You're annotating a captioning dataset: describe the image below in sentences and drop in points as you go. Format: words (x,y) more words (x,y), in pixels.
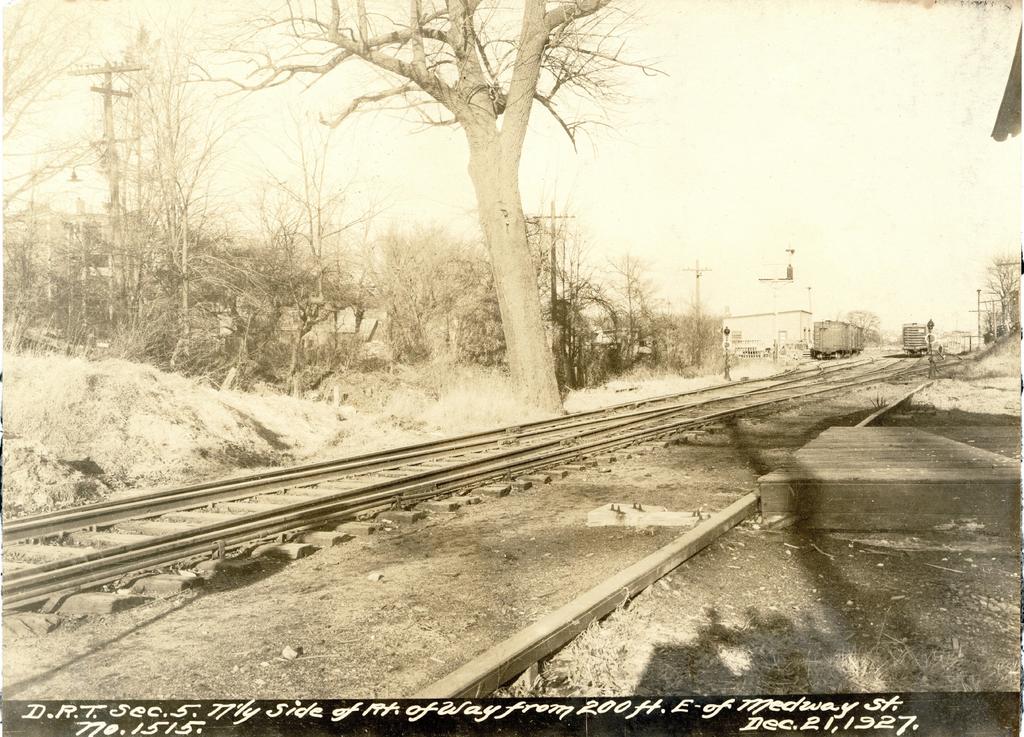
This is a black and white picture. This is a train track (628,423). Goods train (820,342). Far there are buildings (739,332). Far there are number of bare trees (472,56).
